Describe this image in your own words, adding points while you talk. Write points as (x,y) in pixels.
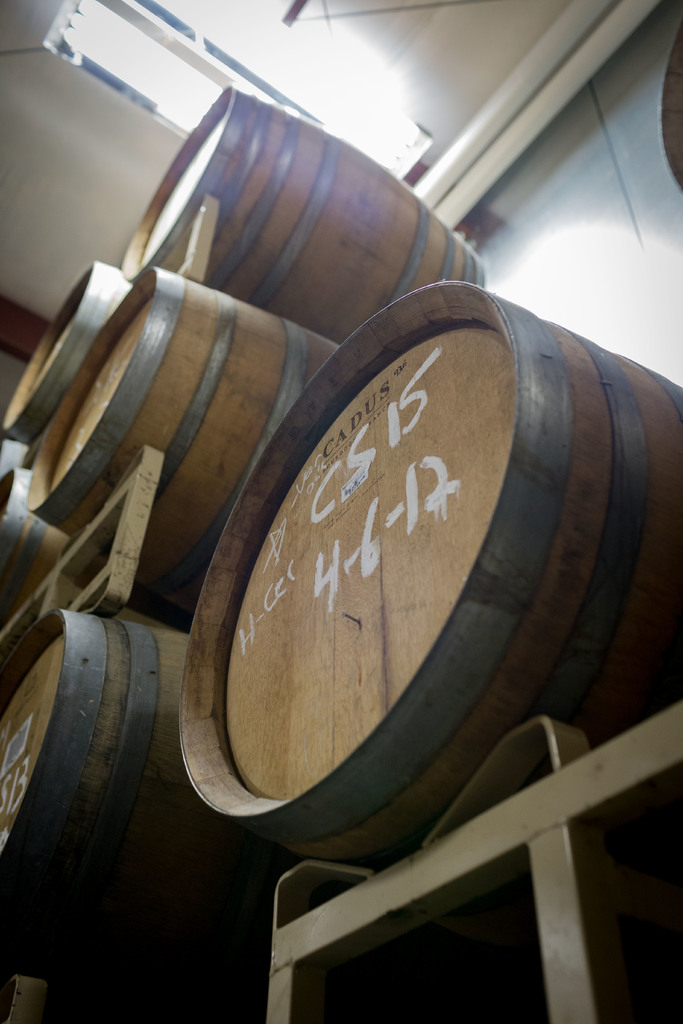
In this picture, we see the wooden drums (326,428). At the bottom of the picture (301,931), we see the iron rods (537,794). In the left top of the picture (112,112), we see a white wall (108,104). Beside that, we see the glass windows (336,111). This picture might be clicked inside the room (637,274).
